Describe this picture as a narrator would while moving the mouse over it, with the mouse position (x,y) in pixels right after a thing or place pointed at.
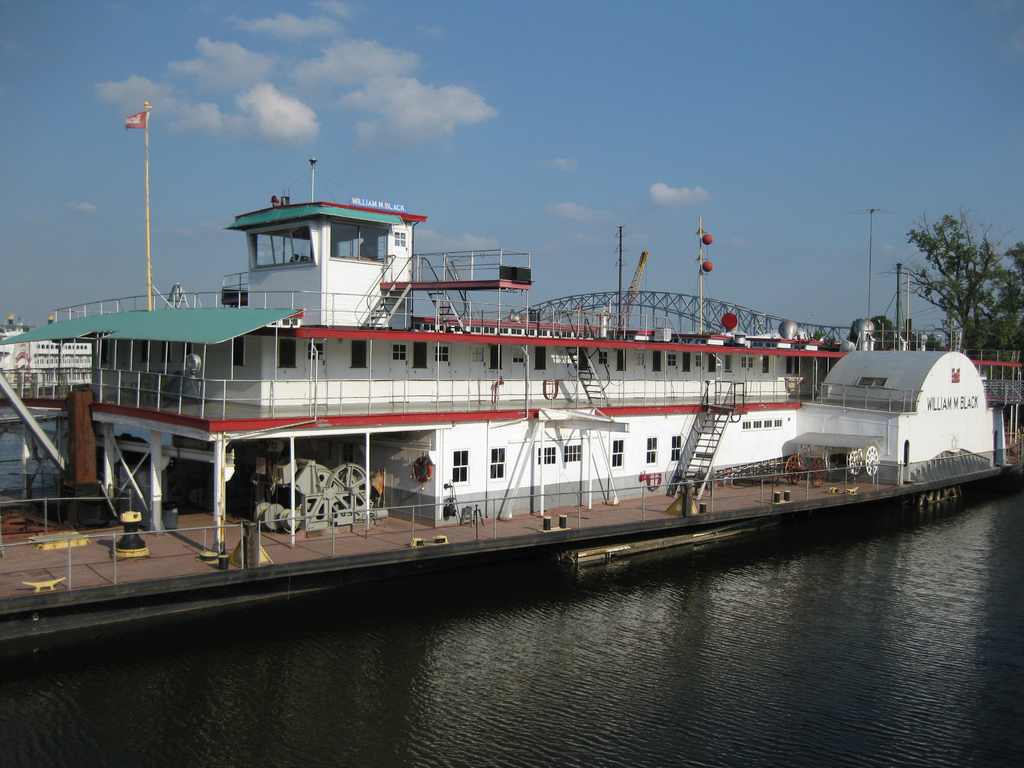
In this image I can see ships (578,378) in the water (537,654), flag pole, trees (1013,292) and a bridge (622,300). At the top (397,150) I can see the blue sky (476,156). This image is taken may be near the lake (583,642).
